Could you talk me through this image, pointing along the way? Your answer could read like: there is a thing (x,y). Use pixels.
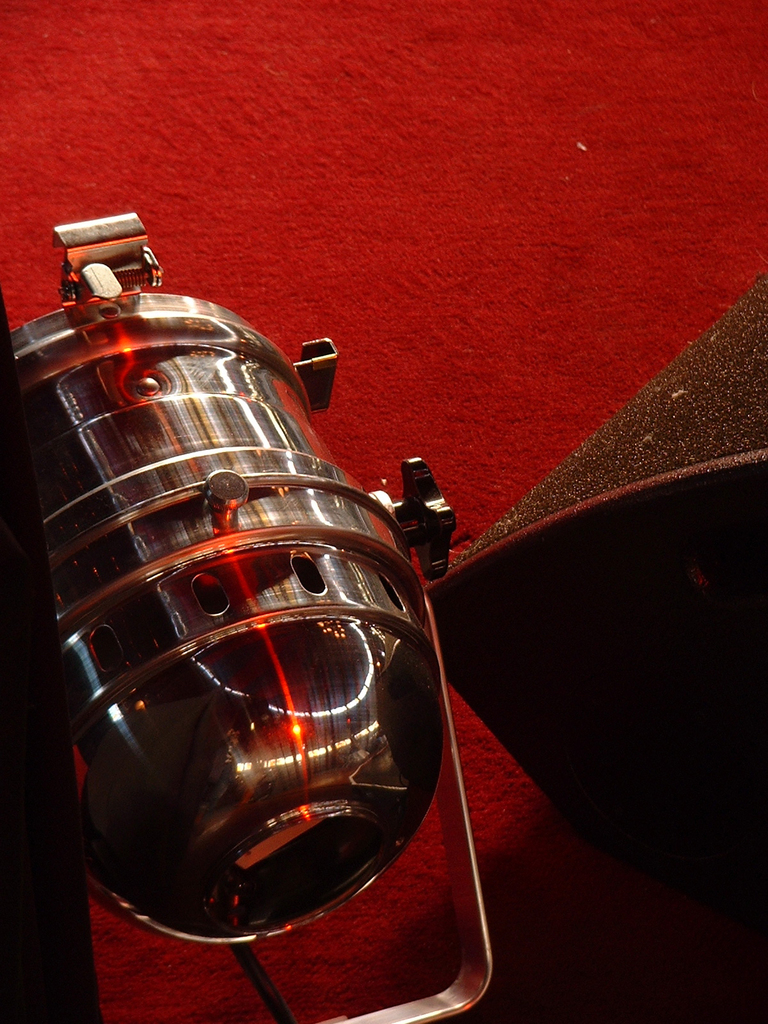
In this image we can see a red carpet (531,223). There are few objects (297,679) in the image.
